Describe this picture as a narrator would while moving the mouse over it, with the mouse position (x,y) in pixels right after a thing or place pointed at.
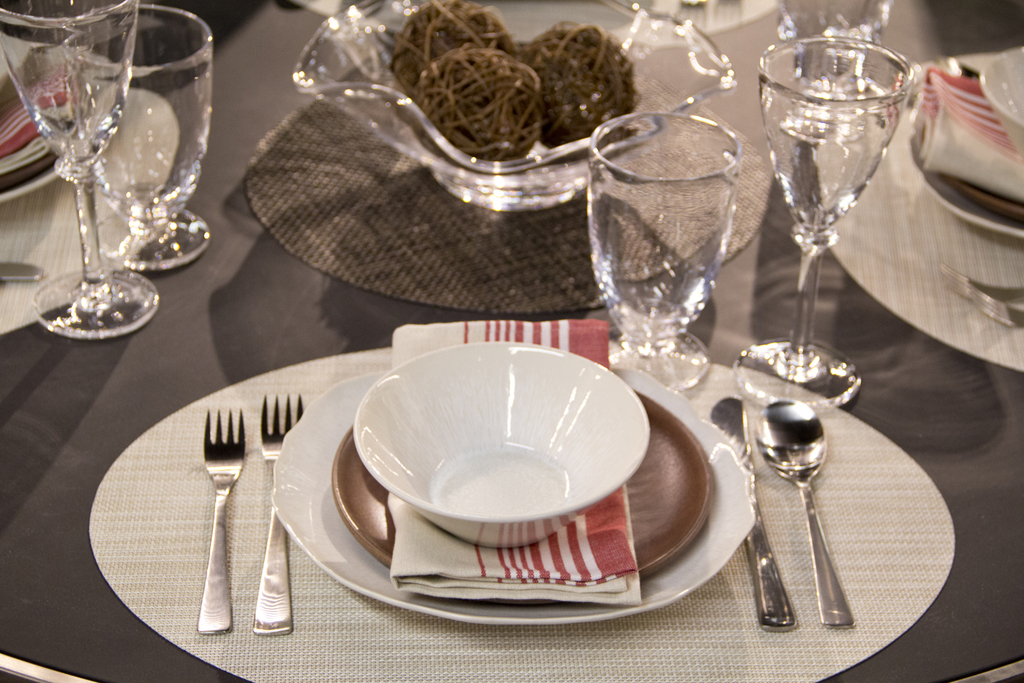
In this picture there is a table (74,607), in that table (160,370) there is a table mat (155,440), 2 forks (280,565), a saucer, a napkin (413,583), a plate (374,510), a bowl (561,484), 1 knife (715,417), 1 spoon (784,426) in the table (900,381) and at the right side of the spoon (768,431) there is one table mat (997,333), 2 glasses (882,55) and at the left side of the forks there are 2 glasses (36,42) and at the background (515,175) there is a glass bowl (500,175) which consists of 3 wooden rounds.
